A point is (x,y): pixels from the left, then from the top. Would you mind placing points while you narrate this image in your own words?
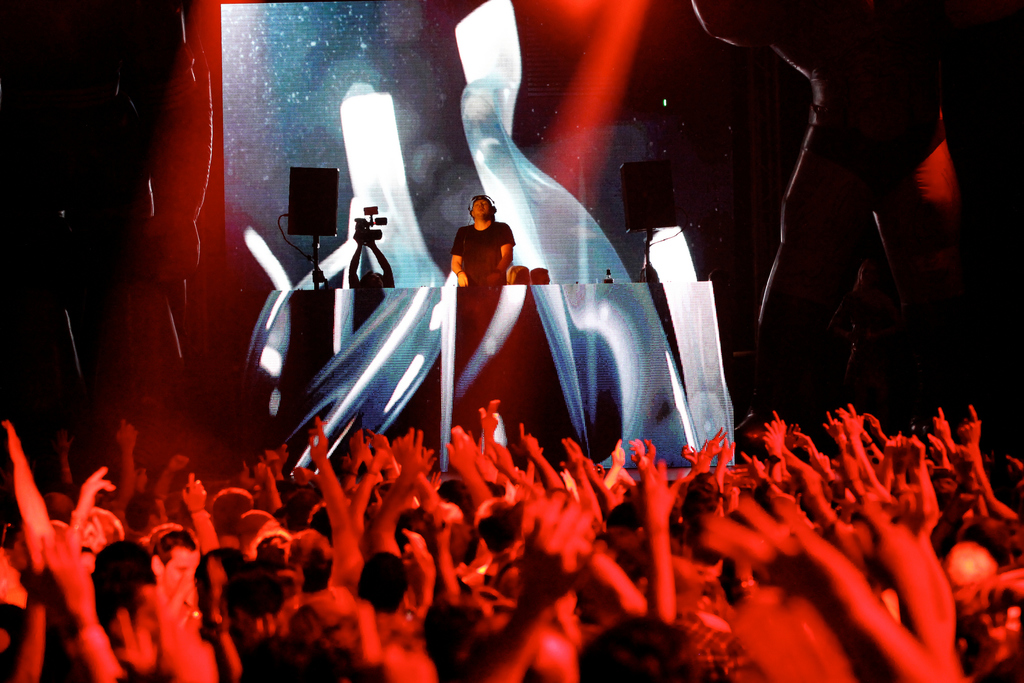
In the image we can see there are many people (495,504) dancing and they are wearing clothes (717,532). There is a person (501,266) on the stage (529,293), wearing clothes (474,241) and headset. These are the sound boxes (321,191) and this is a video camera (368,231).
